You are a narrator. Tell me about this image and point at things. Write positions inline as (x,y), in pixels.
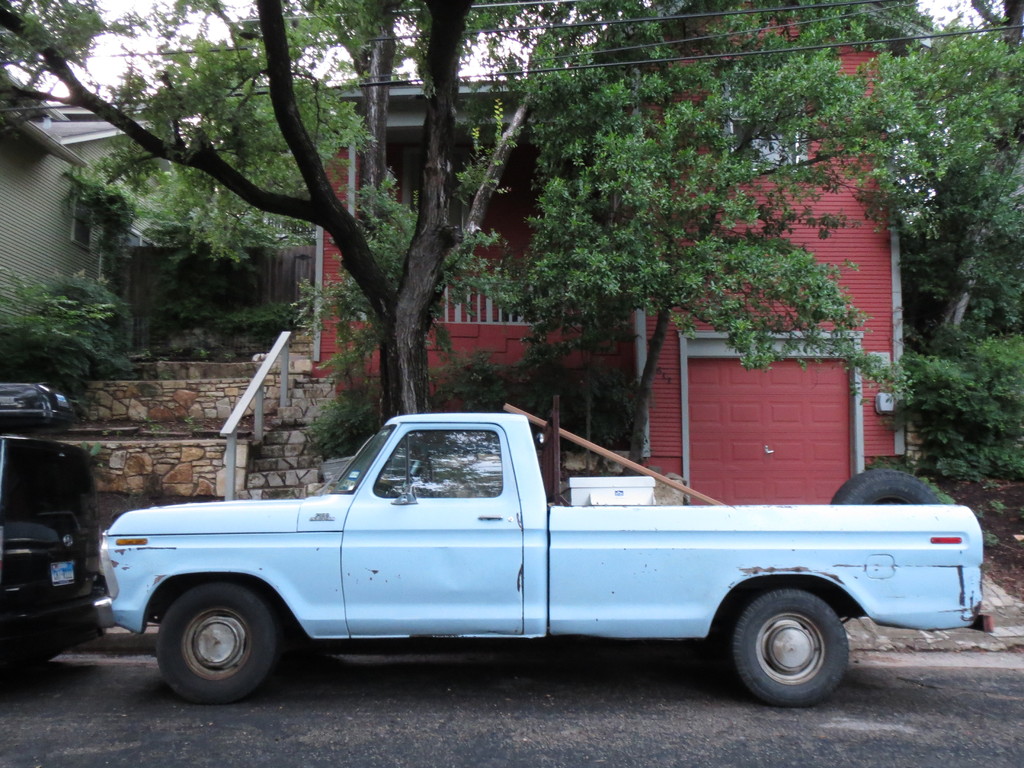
In this picture we can see few vehicles (489,631) on the road (514,663), in the background (350,372) we can see few trees (326,143), buildings (71,159) and cables (562,68), and also we can see a tyre (882,472) and other things (645,494) in the truck (773,534).
